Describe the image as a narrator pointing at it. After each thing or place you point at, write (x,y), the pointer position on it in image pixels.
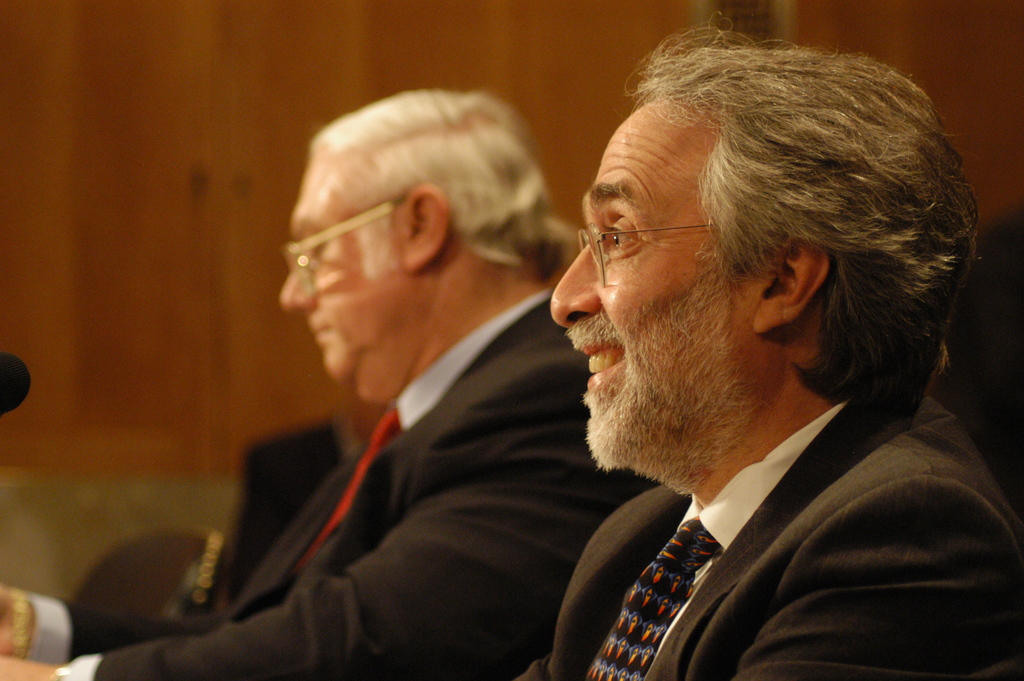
In the foreground of this image (680,414), there are two men (489,510) wearing coats (476,605) are sitting in front of a mic (15,383), which is on the left (2,372) and there is a blur background (188,95).
